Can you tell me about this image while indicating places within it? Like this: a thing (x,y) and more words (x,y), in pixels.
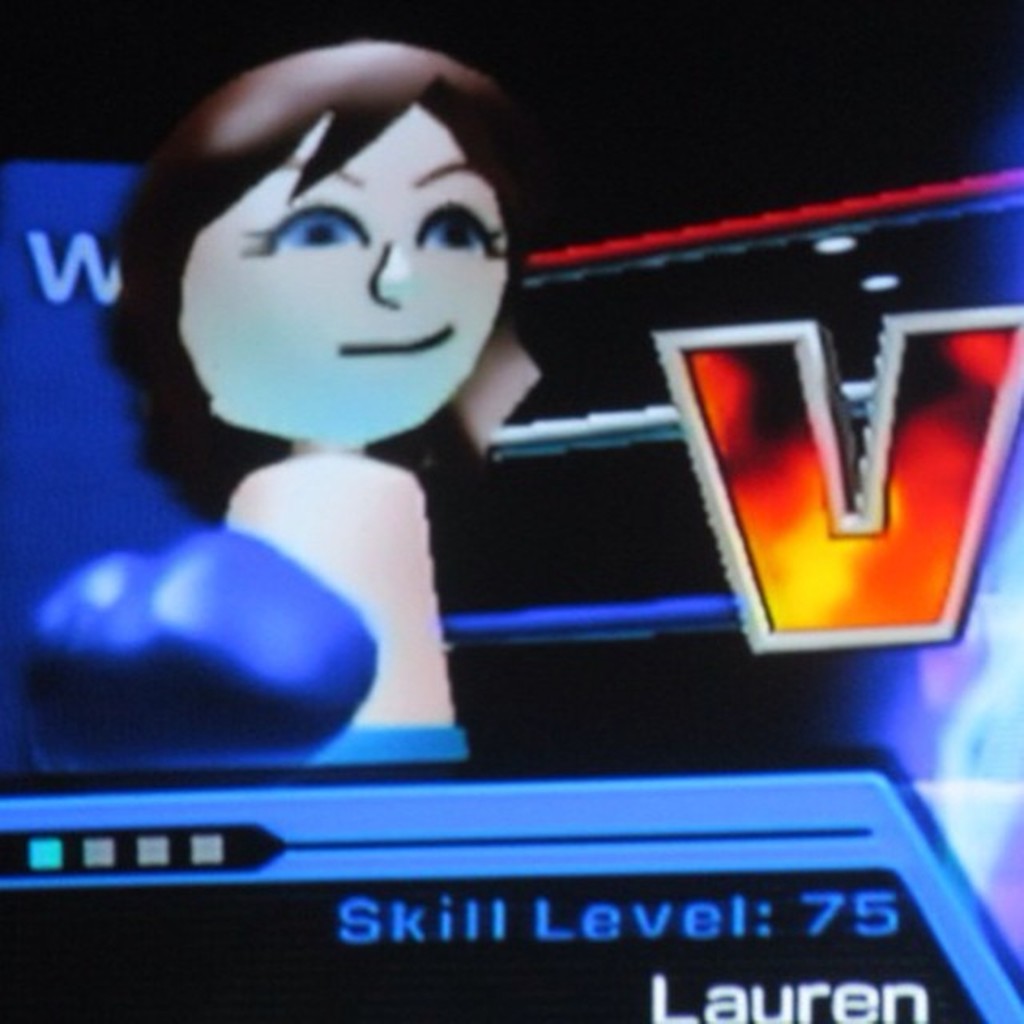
In this picture we can see a cartoon image of a girl (373,556), here we can see a glove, rods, some text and in the background (459,537) we can see it is dark.
